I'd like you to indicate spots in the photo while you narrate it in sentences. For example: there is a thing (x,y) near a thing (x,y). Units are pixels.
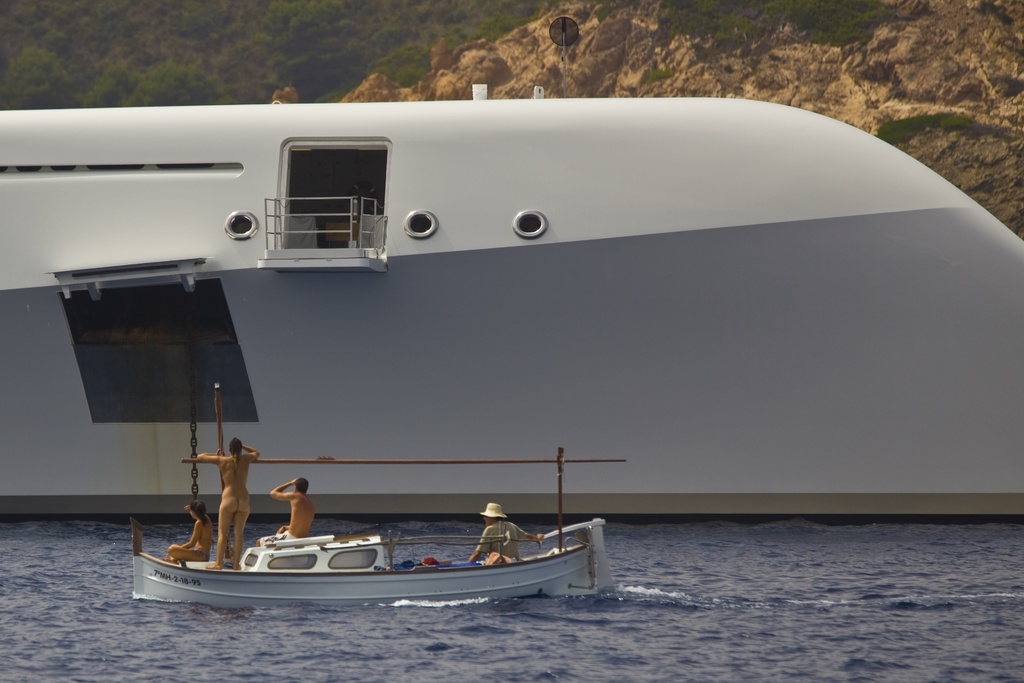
In this image in the front (397,656) there is water (476,648) and in the center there is a boat (403,580). On the boat (332,562) there are persons (517,544) and in the background (445,272) there is a ship (405,297) which is white in colour and there are trees (351,42) and there is a mountain (725,48).
